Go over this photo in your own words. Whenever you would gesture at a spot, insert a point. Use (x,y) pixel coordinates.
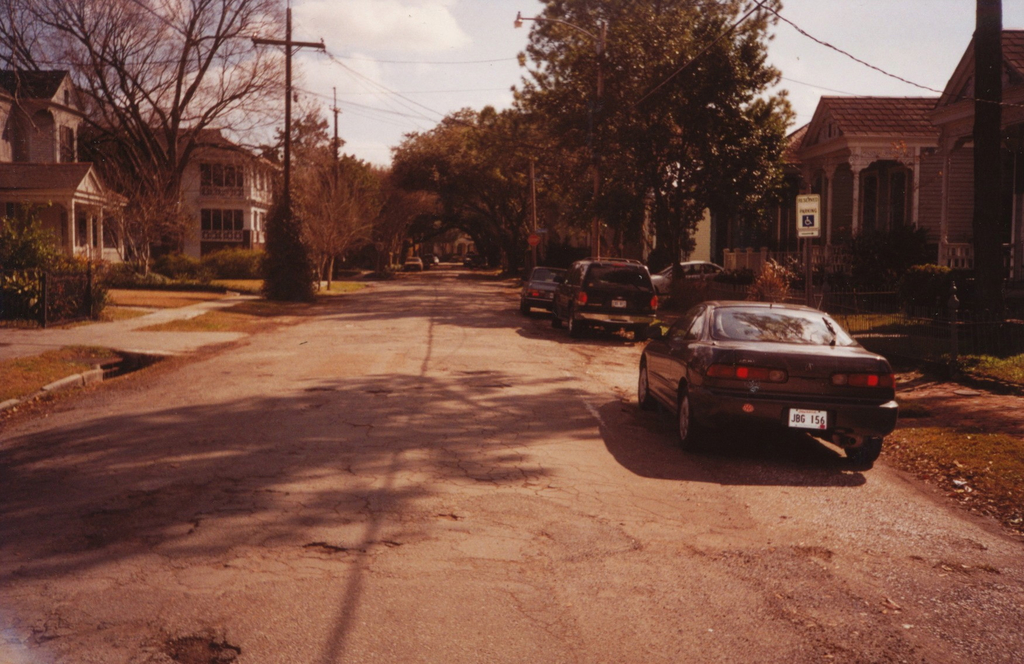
In this image we can see cars (603,283) on the road (420,324). In the background (50,104) there are trees (294,221), poles (304,44), buildings (941,178) and sky (415,75).
